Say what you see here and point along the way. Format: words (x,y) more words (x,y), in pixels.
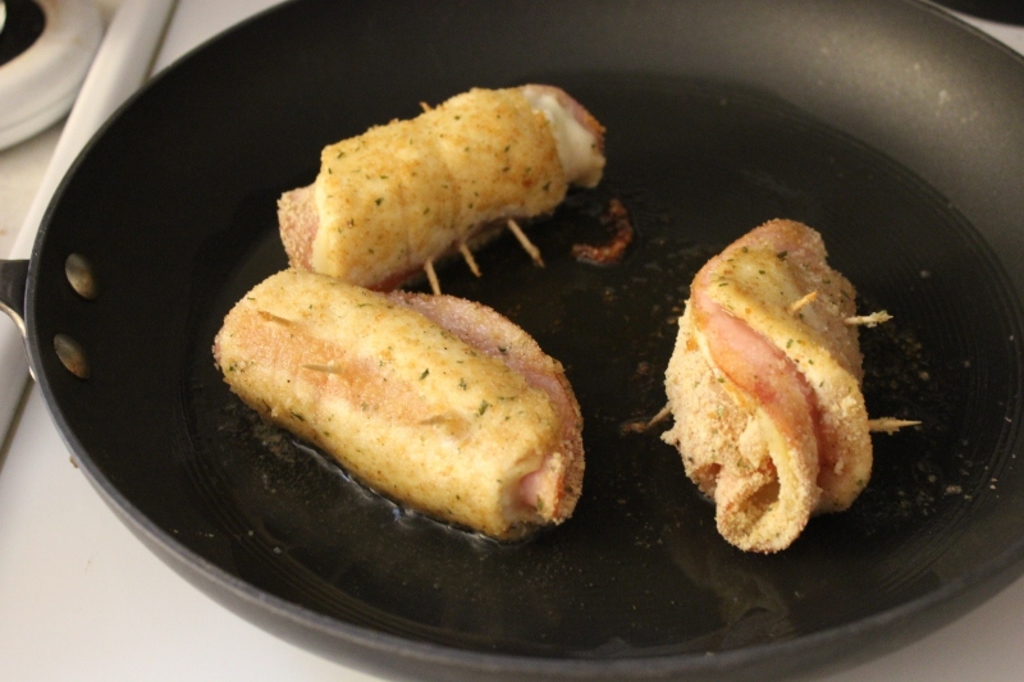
In this image there is a stove (81,598) with a pan (444,82) on it. In the pan (751,103) there is a food item (417,187).
